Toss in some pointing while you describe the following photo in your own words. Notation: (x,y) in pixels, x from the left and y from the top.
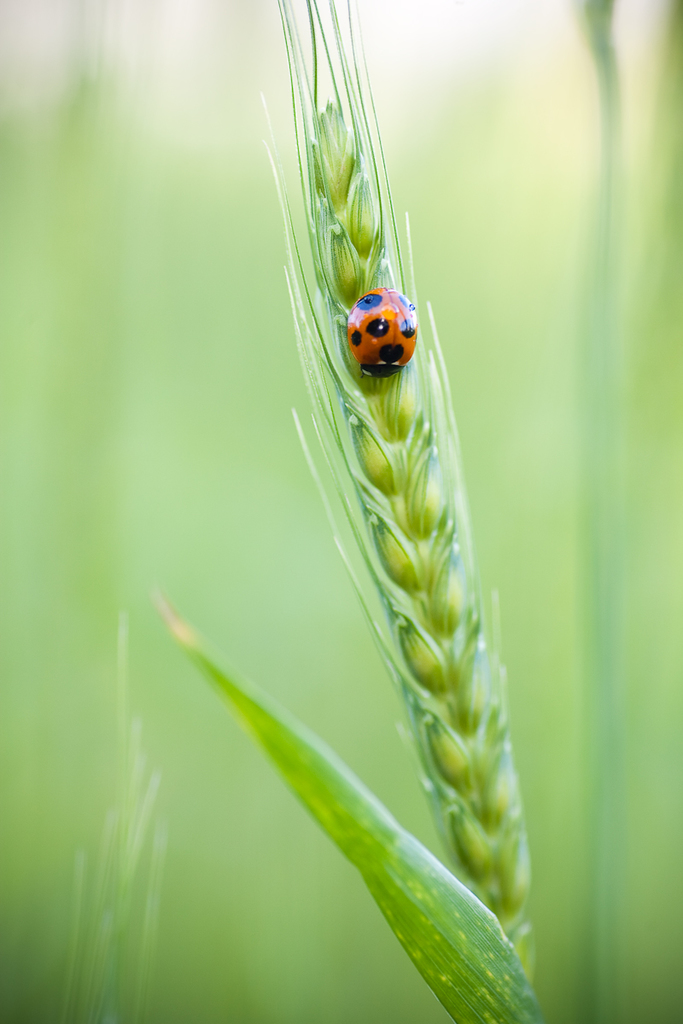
In this image we can see the grass (146,486) and there is an insect (382,331) on the plant (402,438).
